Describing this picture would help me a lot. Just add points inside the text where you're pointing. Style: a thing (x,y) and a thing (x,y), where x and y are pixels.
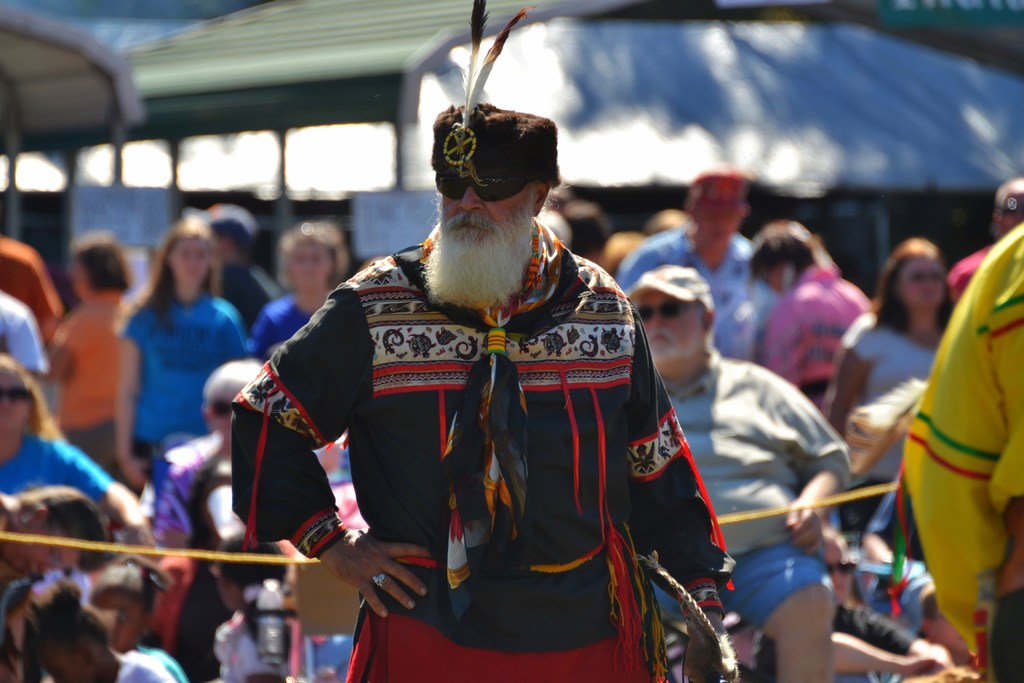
In this picture we can observe a person (398,408) wearing black and red color dress (406,418) and a cap (483,150) on his head (470,127). He is wearing spectacles (459,198). In the background (185,452) we can observe some people (228,439) sitting and standing. There are men (521,363) and women (286,309) in this picture.
